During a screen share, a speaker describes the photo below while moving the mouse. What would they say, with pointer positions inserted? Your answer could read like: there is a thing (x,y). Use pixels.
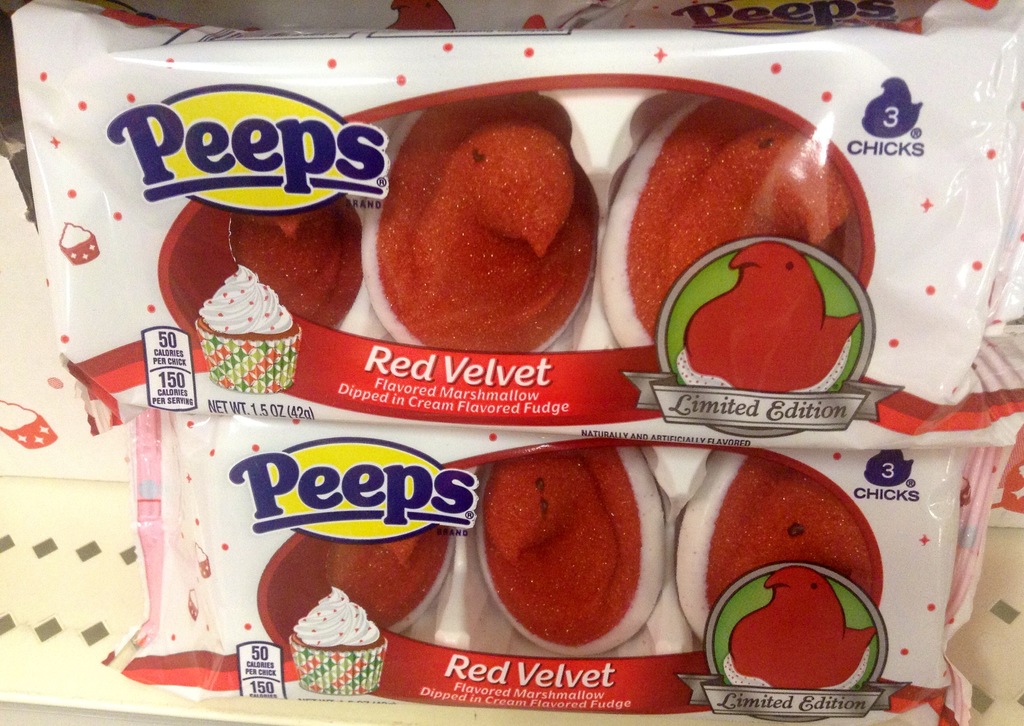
In this image I can see two food packets (244,273) on a white surface (12,683). On these packets (354,271), I can see some text (192,156) and few cartoon images (782,349).
